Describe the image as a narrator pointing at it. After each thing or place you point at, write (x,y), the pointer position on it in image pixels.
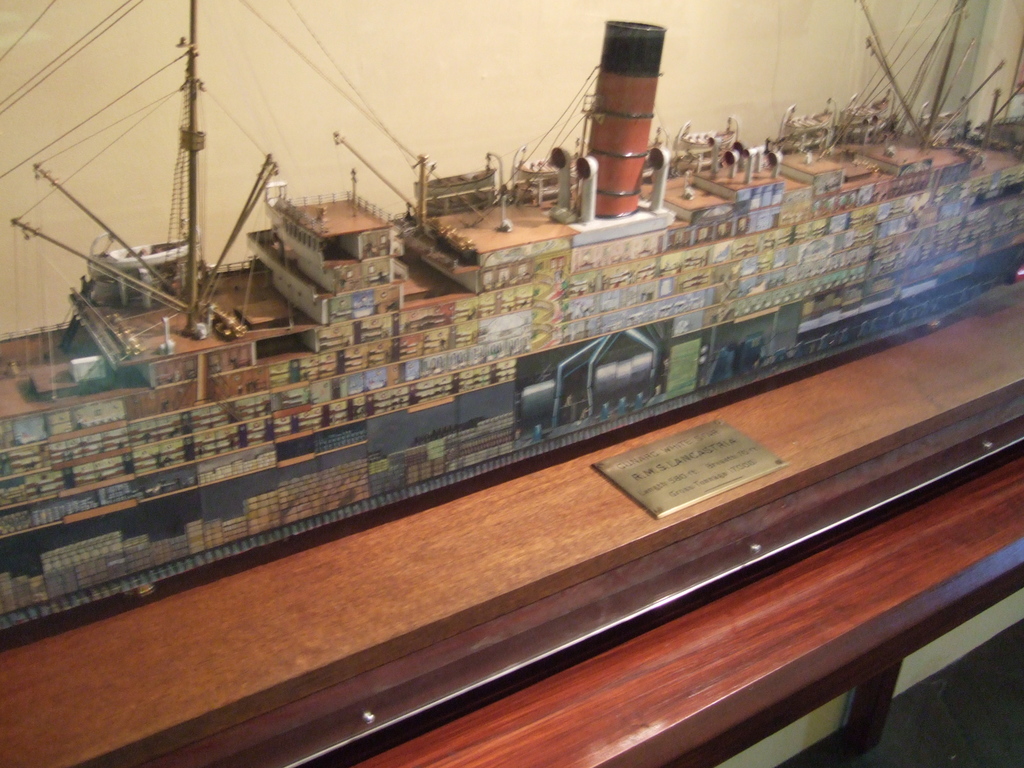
In this image I can see miniature of a ship (320,309) over here. I can also see a board (653,471) and on it I can see something is written.
